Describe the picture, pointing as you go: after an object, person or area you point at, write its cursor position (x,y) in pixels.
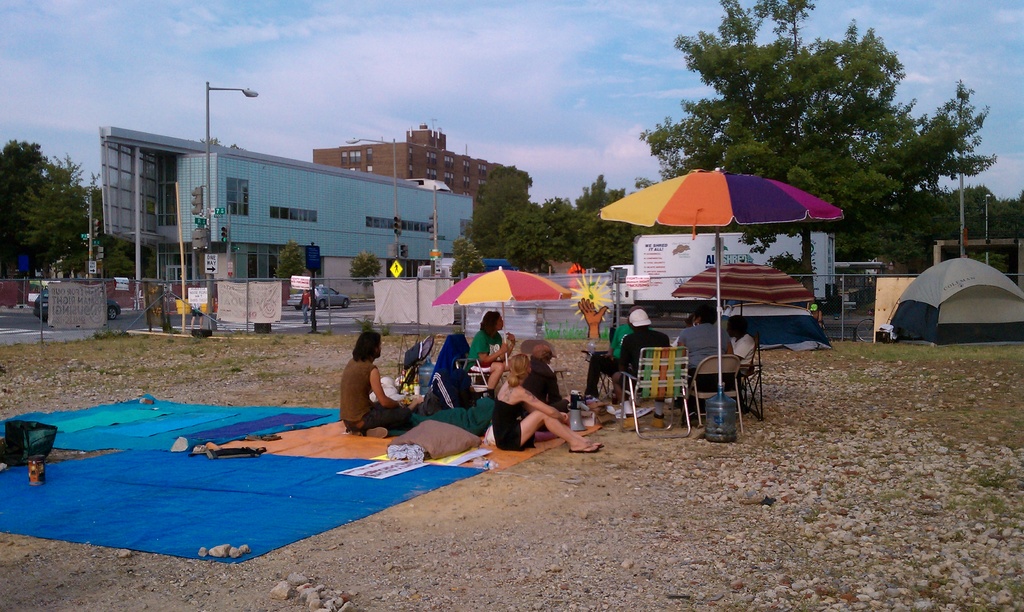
This is an outside view. On the left side (249,470) there is a mat (179,420) placed on the ground (371,548). There are three umbrellas (489,285). Here I can see few people (412,411) are sitting on the mat (372,454) and few people (607,358) are sitting on the chairs (722,363) under the umbrellas (507,290). Along with the person's (444,391) there are many objects (433,426) placed on the ground (636,442). On the right side (888,505) there are some stones (816,499). In the background (430,260) there are many buildings (456,237), trees (784,155) and poles (312,300). On the left side (327,304) there are few vehicles (295,306) on the road (340,321) and I can see a person (304,312) walking on the footpath (300,326). At the top of the image (509,96) I can see the sky (505,86) and clouds (424,69).
